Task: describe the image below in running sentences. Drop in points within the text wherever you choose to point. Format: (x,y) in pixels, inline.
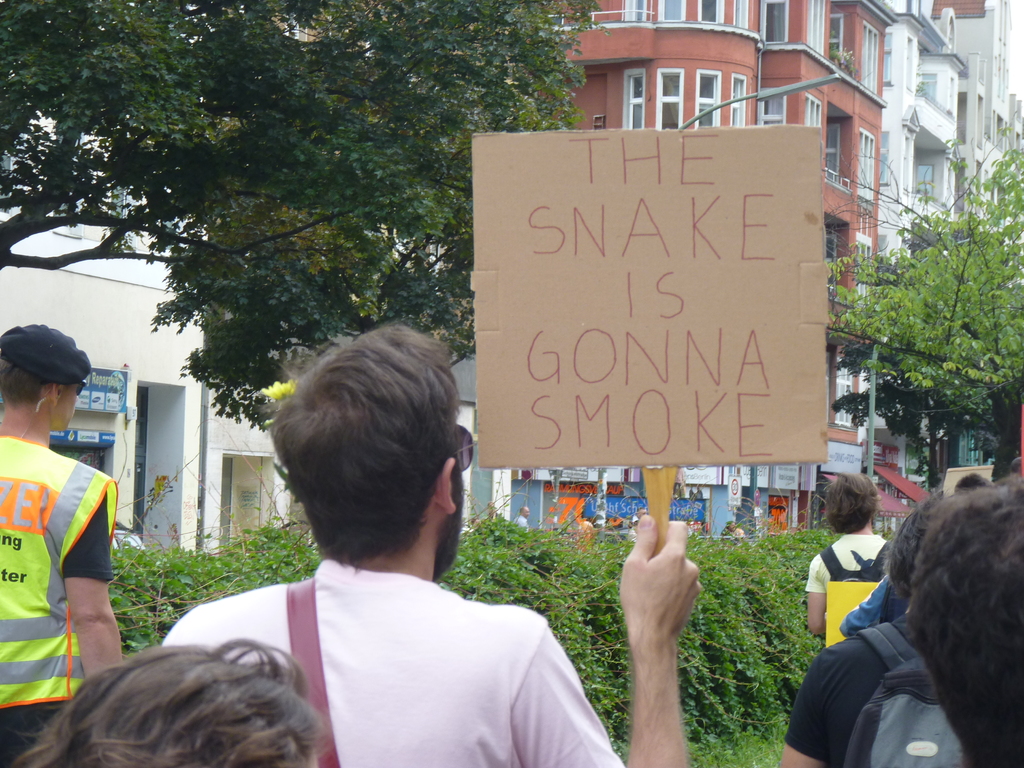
There are persons (402,469) and this person (417,594) holding board (578,271) with stick (651,516) and we can see plants (726,565). On the background (378,263) we can see buildings (650,89), trees (319,210), light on pole (873,376) and windows (715,73).
